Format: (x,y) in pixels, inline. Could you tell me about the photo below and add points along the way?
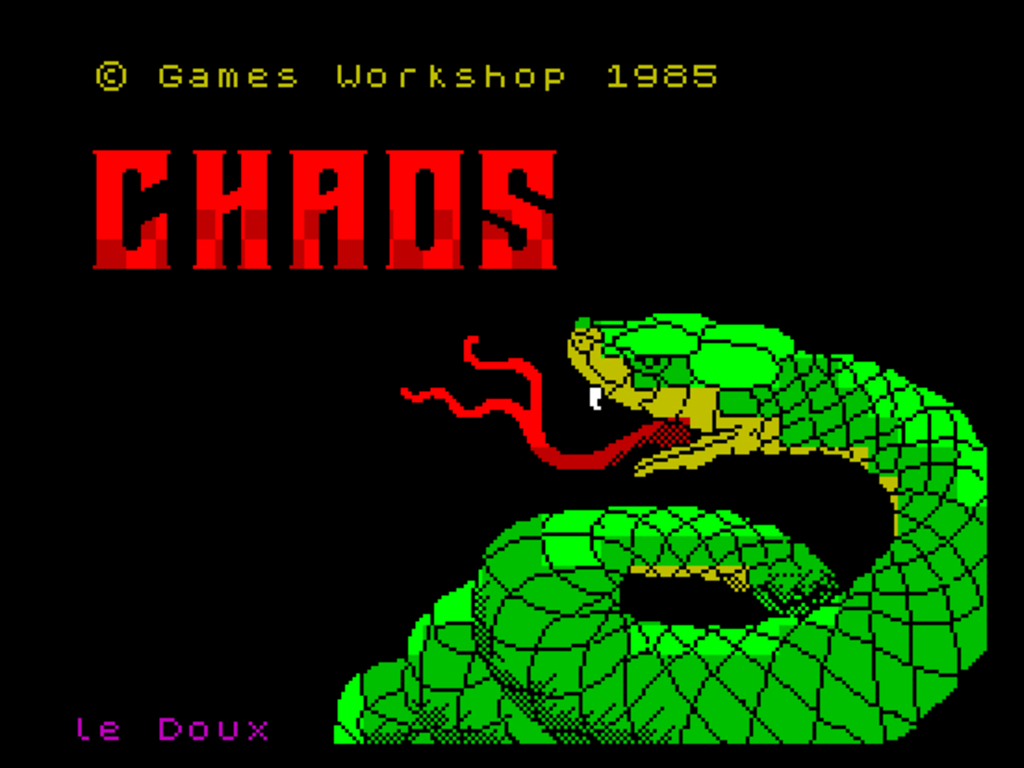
There is a cartoon picture of a snake (773,536) at the bottom of this image (738,664). We can see text (225,190) at the top of this image (443,176).
